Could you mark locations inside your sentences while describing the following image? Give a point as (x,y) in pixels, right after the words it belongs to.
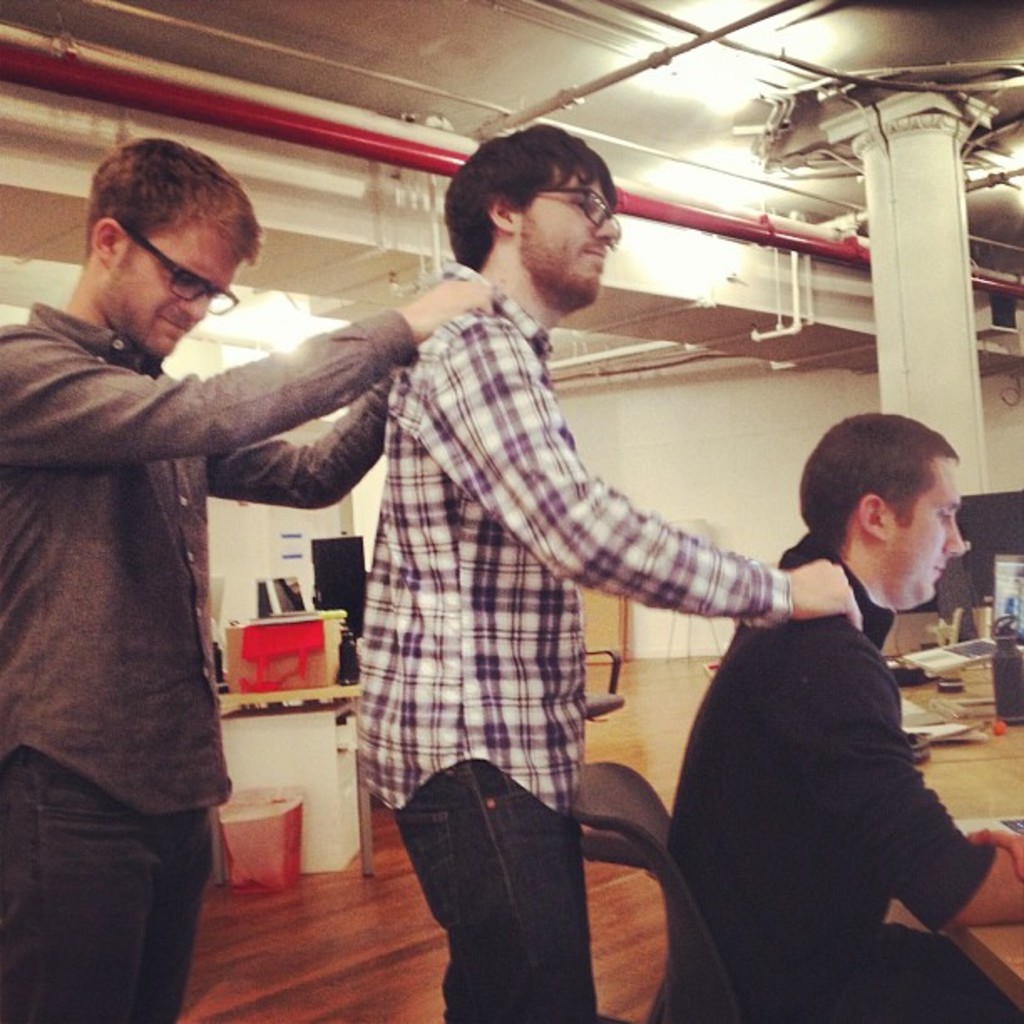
In this image in the front (194,592) there are persons (734,679) standing and sitting. In the background (358,551) there is an empty chair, there is a monitor (336,575) which is black in colour and there is an object (286,646) which is red and white in colour and there is a wall (712,454). On the right side (1011,623) there are objects (1015,668) on the table (984,717) and there is a pillar (946,321). On the top (332,145) there are pipes (777,332).
